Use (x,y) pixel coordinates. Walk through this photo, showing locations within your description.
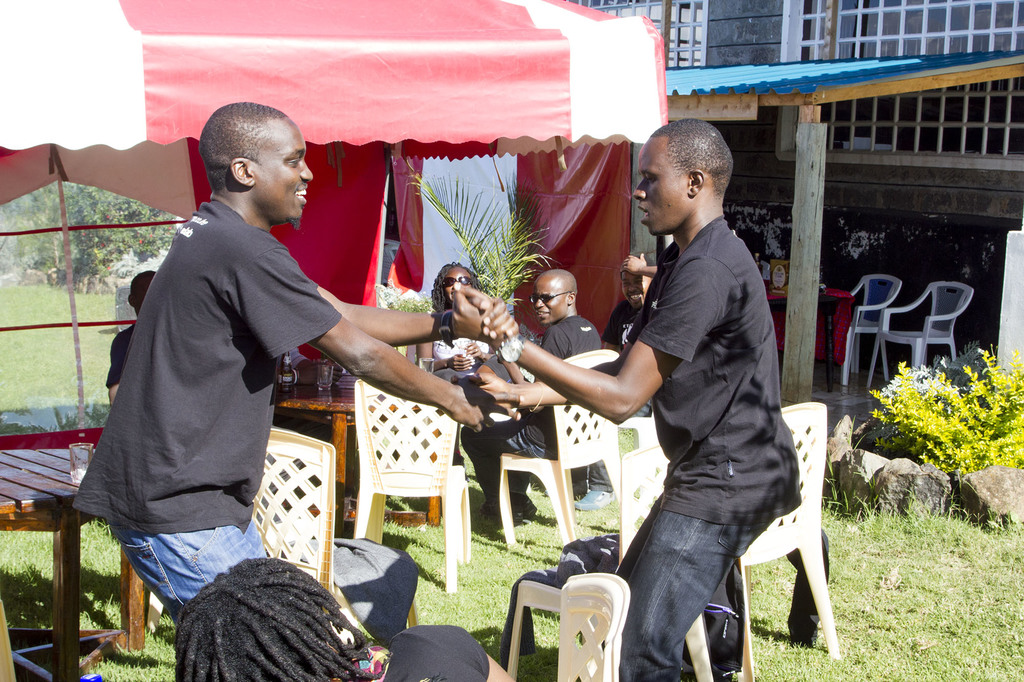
An outdoor picture. Front this two men (708,543) are holding their hands (488,388) and wore black t-shirts (225,413). Under this tent (402,58) few persons (576,331) are sitting on chairs (397,442). In-front of them there are table (323,391), on this table (308,384) there is a glass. We can able to see grass (920,603), plants (991,456), stones (900,462) and trees (88,249). This is building (859,112) with shed (853,88).
